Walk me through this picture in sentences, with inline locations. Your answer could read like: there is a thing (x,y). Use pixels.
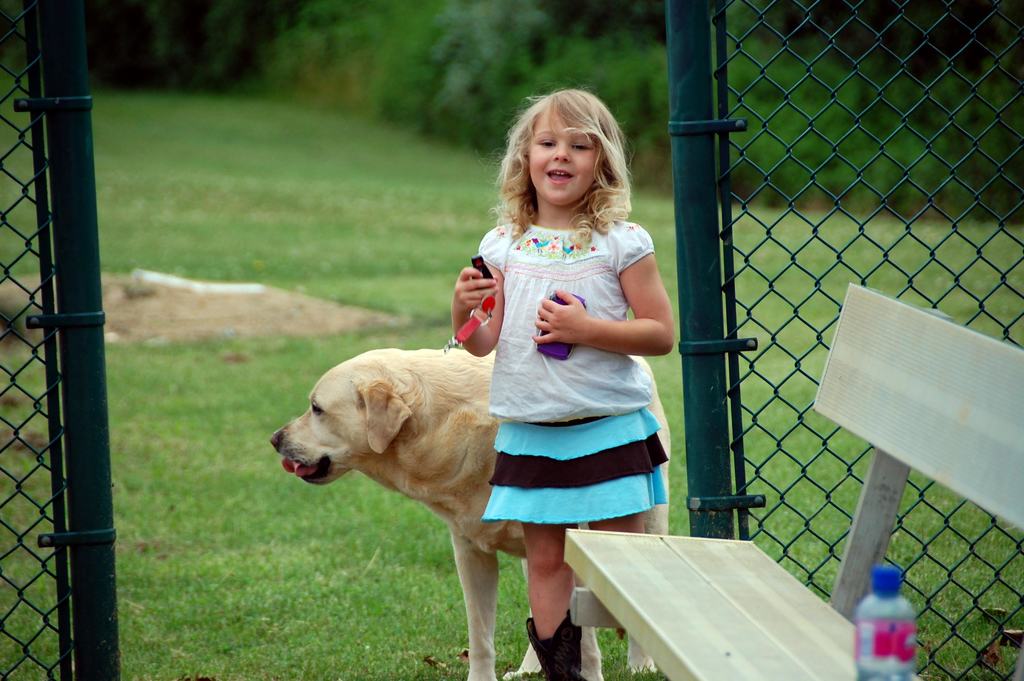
Here we can see a girl (475,290) with a dog (480,375) beside her and in front of her we can see a bench (662,536) with a bottle (889,574) placed on it and besides we can see fencing (91,342) and behind her we can see trees (134,35).
